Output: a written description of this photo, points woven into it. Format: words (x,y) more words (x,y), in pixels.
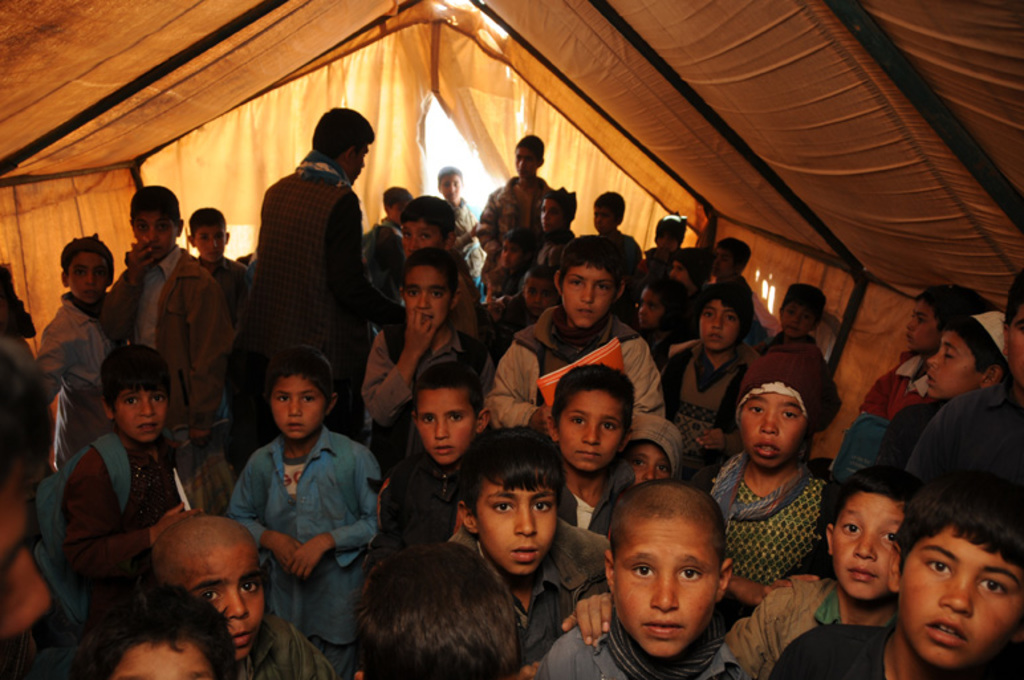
In this picture we can see a group of people (262,324) in a tent (201,186) and some objects (112,477).
